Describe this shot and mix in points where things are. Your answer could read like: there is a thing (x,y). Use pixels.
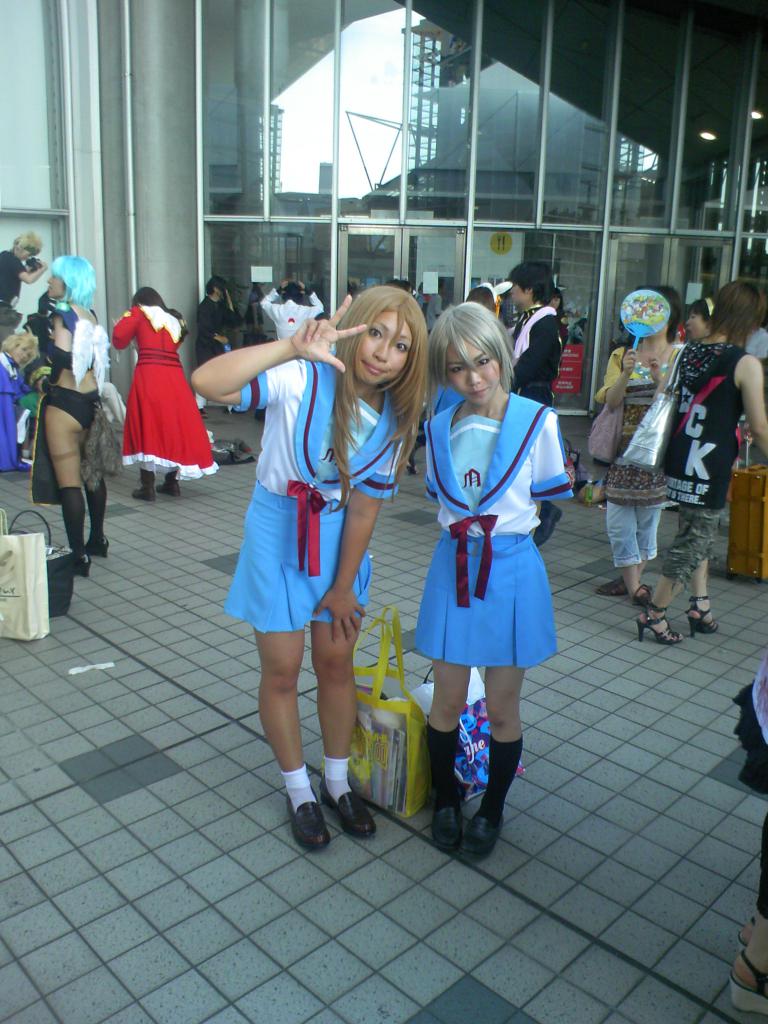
In this picture I can see two persons (433,330) standing, and in the background (730,485) there are group of people (10,312), there are bags (659,417), and there is a reflection (370,83) of buildings (506,58) and sky (364,94).
